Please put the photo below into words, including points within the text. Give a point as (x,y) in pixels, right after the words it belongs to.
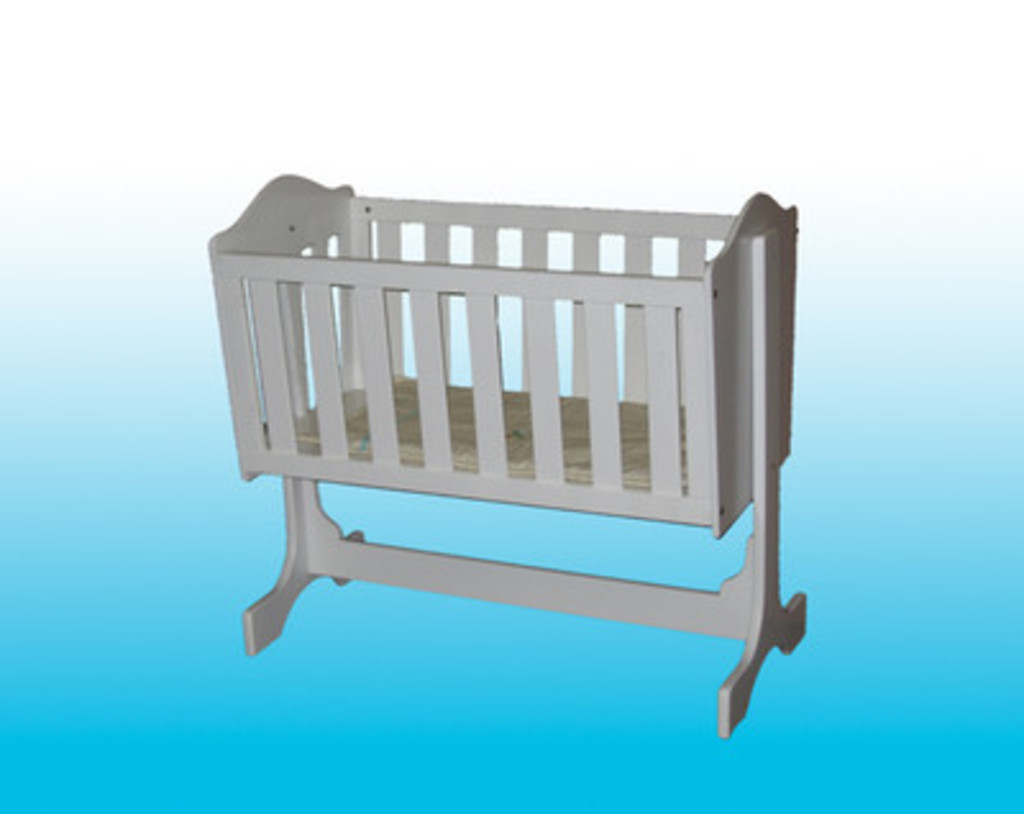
In this picture we can see a cradle (450,462) here.
